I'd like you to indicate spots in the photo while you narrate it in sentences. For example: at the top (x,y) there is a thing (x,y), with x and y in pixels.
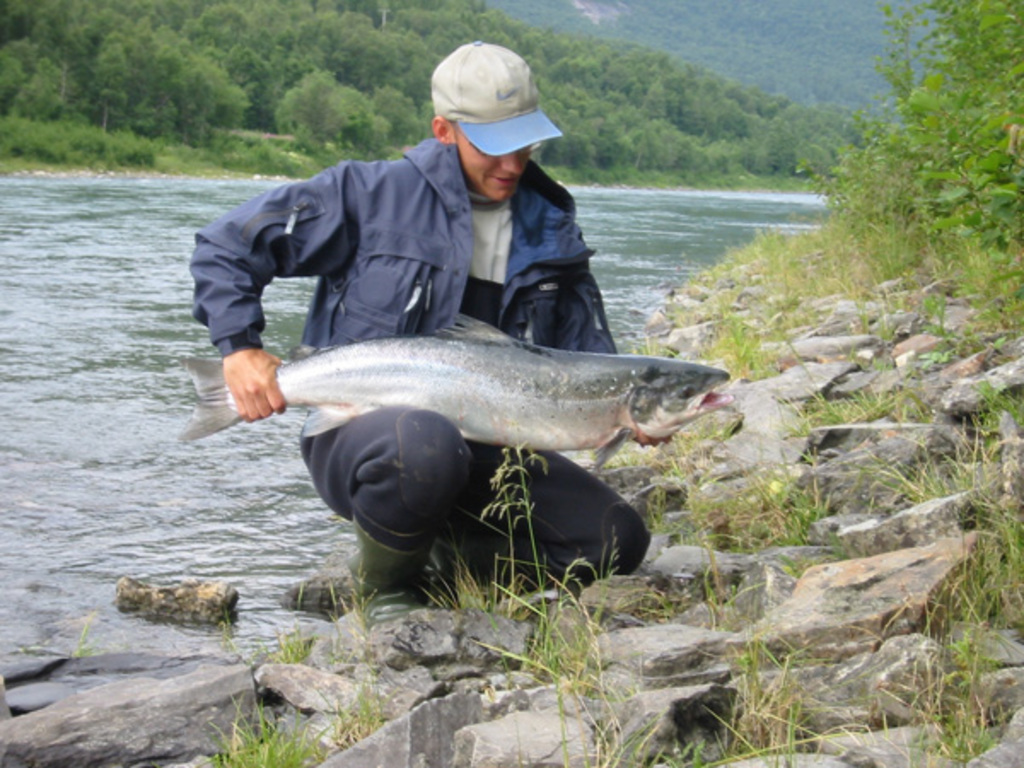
There is a person (380,235) wearing jacket (438,216) and cap (487,41) is holding a fish (451,354). He is wearing a boots (425,570) and is on the side of a river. On the side there are grasses (787,522), rocks (825,593) and plants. Behind him there is a river (684,231). In the background (699,77) there are trees (727,43).
